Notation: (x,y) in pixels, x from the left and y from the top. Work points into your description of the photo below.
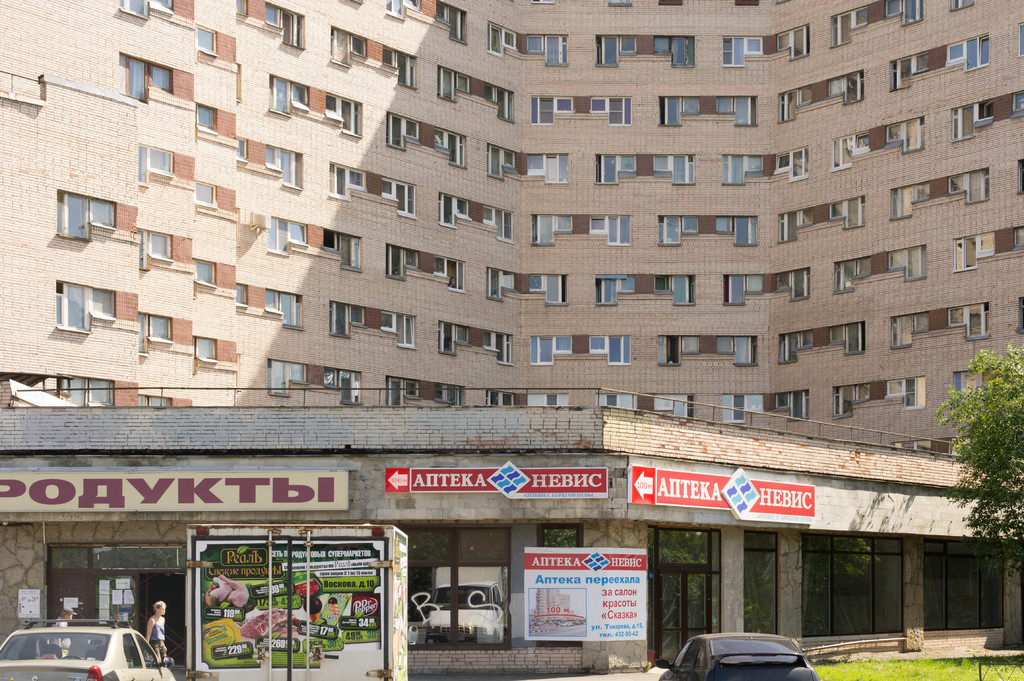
In this picture I can see two persons (157,625) in the bottom left hand side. I can see two cars (716,640) in the foreground (716,640). I can see buildings (572,329) with glass windows (657,281) in the background (564,268). I can see trees (975,463) on the right side (988,482). I can see green grass (926,667).
